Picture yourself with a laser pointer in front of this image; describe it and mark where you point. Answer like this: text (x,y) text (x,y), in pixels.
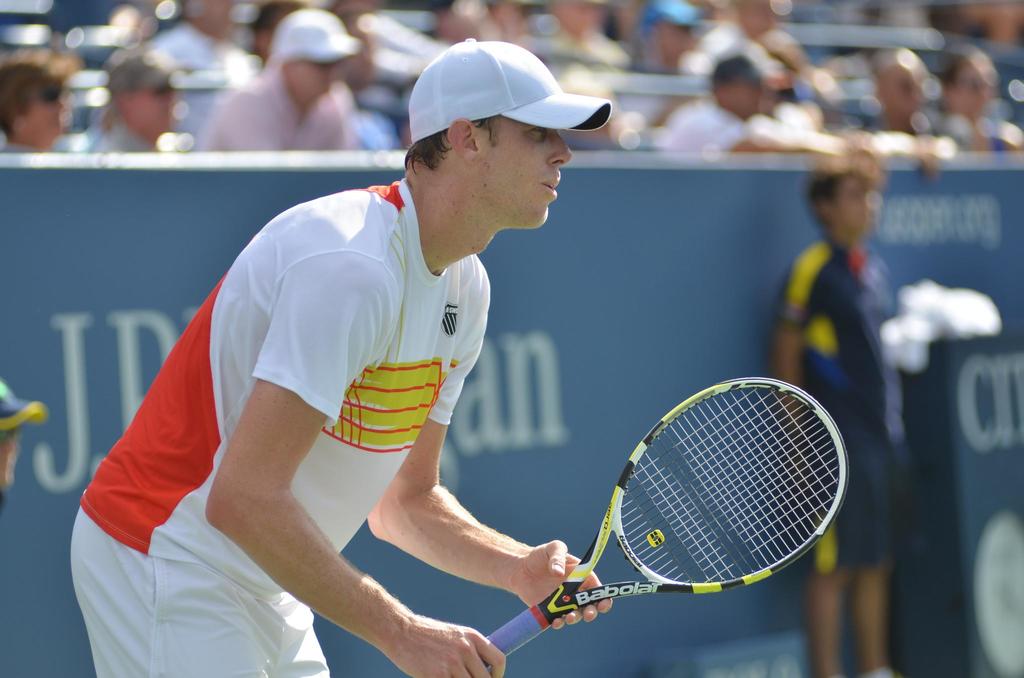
It is a stadium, a man (454,206) is playing tennis, he is carrying a bat (625,517) in his hand (475,671), in the background (772,197) there is a blue color banner (786,228) and there is a man (874,358) standing in front of it, behind that there are some spectators (285,52).
